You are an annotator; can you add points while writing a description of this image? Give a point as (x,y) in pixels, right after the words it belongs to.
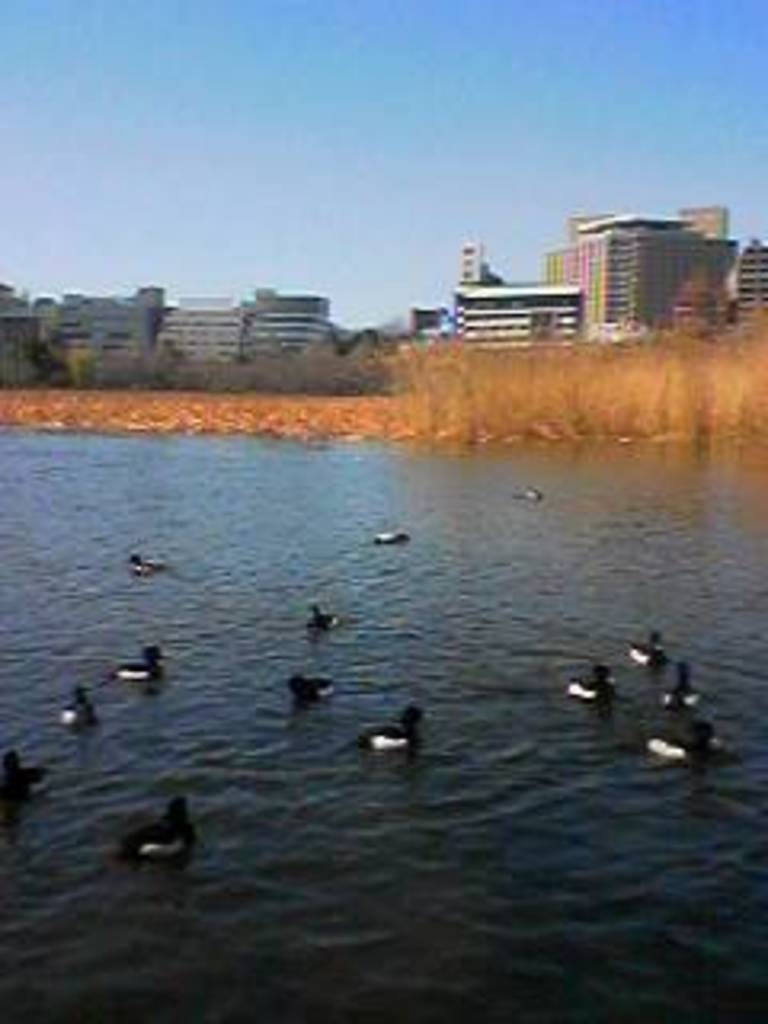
In this image we can see ducks (599,667) on the water (609,704). In the background (461,383) there is grass (451,390) and we can see buildings (654,313). At the top (383,163) there is sky (293,140).
